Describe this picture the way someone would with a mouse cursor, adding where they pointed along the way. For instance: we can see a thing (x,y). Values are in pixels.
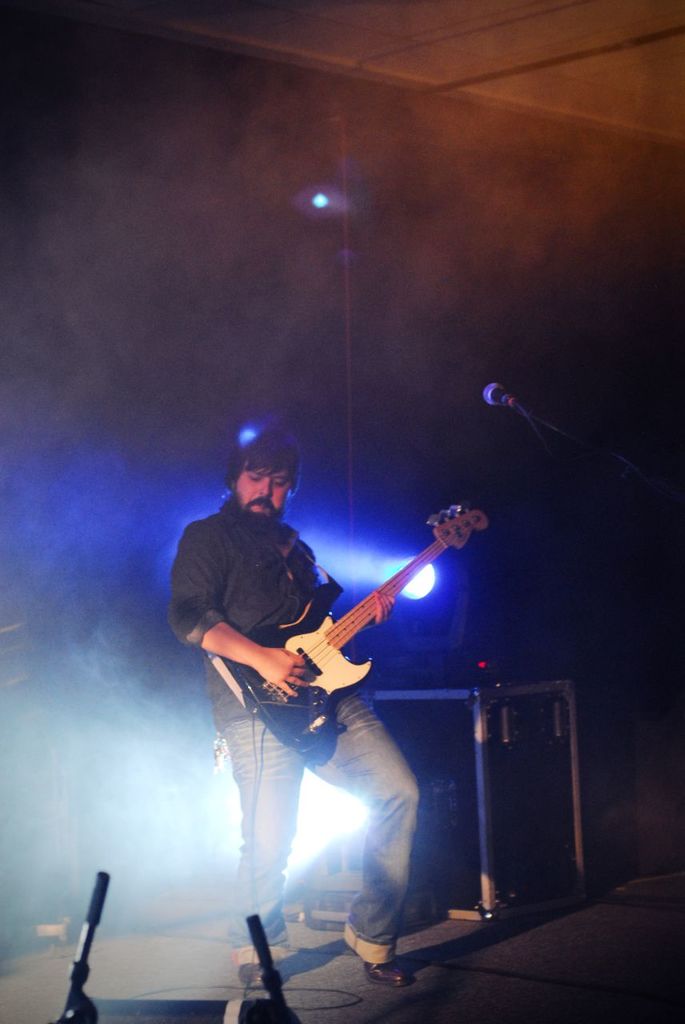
In this image I can see a person (247,625) wearing black shirt (246,591) and jeans (289,789) is standing and holding a guitar (321,632) in his hands (281,684). In the background (351,442) I can see few lights (334,802), some smoke (178,744) and few other objects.
